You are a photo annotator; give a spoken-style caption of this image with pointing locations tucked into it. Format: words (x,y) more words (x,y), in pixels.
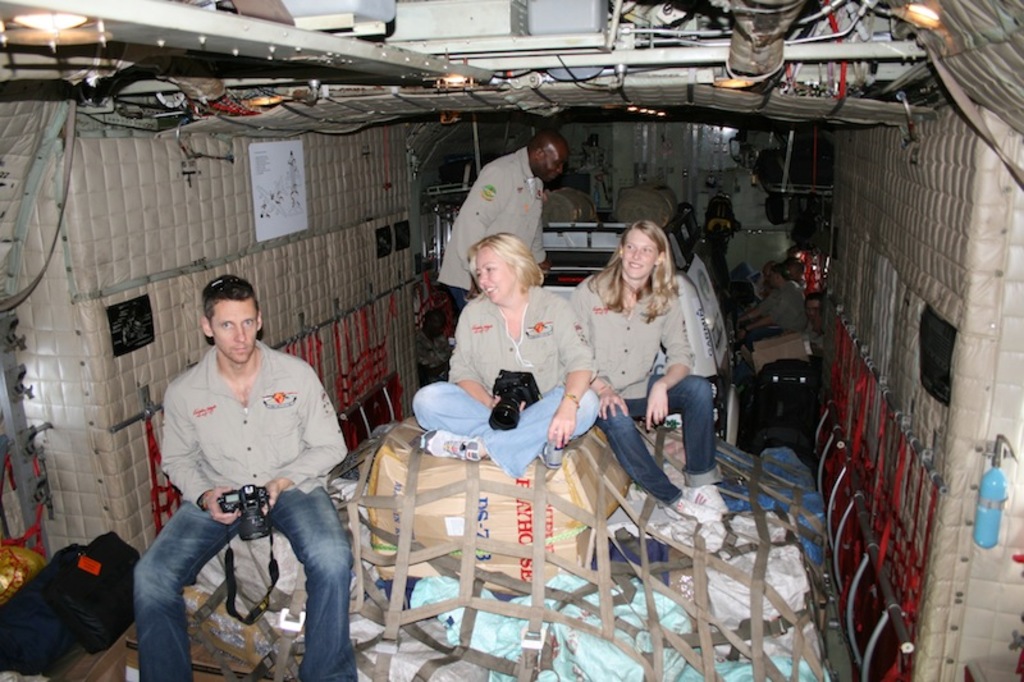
In this image we can see some people (169,412), carton box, cameras (236,612), ropes (364,480) and we can also see the lights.
